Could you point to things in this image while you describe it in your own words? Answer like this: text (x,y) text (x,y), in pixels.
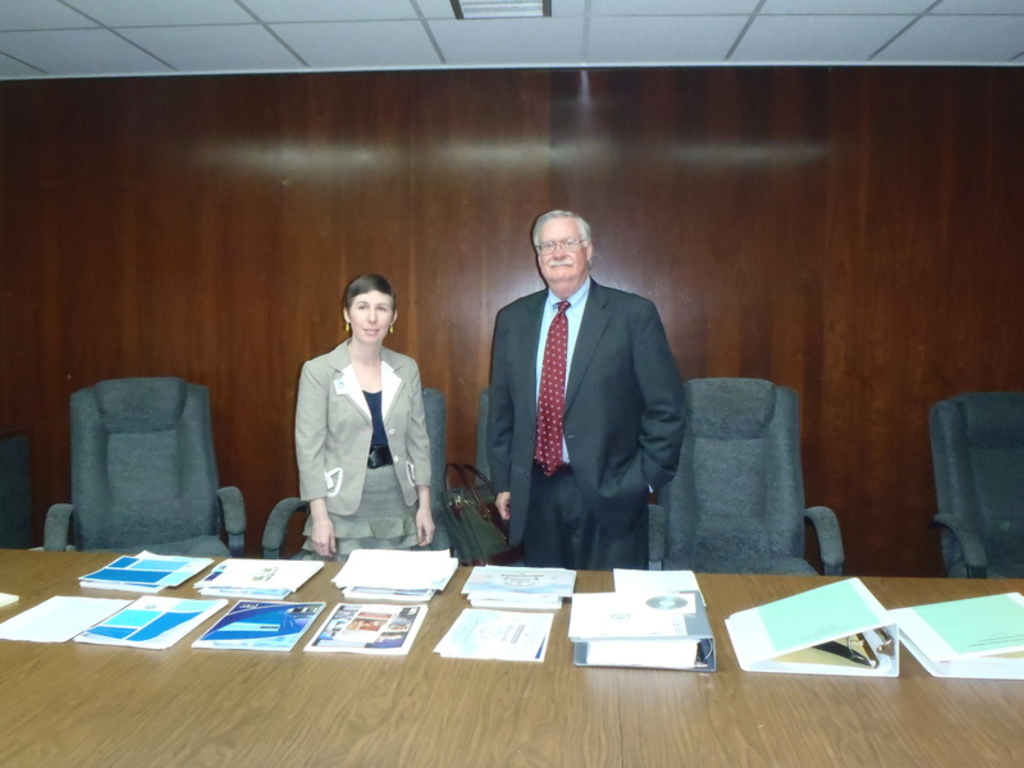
In a room (59,441) there are chairs (967,514) and tables (816,745) with a papers (189,602) and files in it and woman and man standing in it.
